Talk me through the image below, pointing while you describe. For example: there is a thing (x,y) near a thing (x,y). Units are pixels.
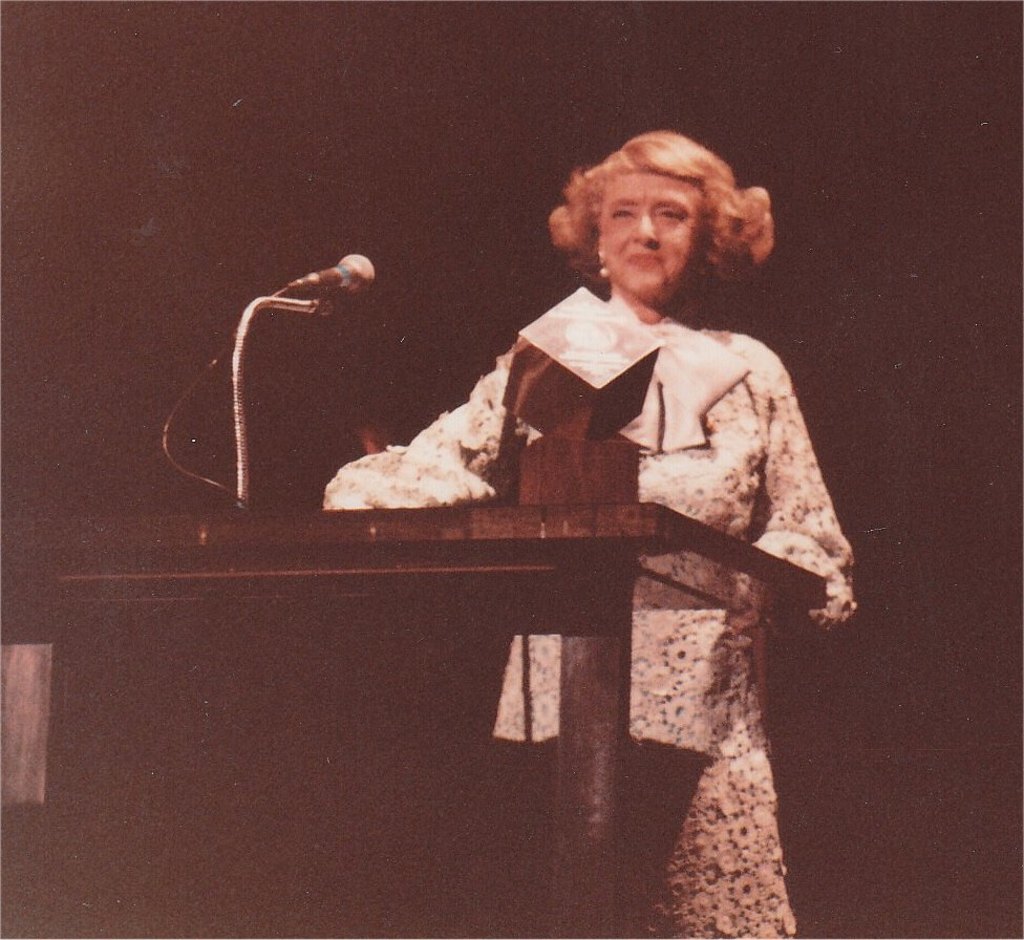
It looks like an old picture. We can see a woman (681,580) is standing behind the podium (468,605) and on the podium (454,570) there is a microphone (344,276) with stand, cable (166,440) and an object (612,481). Behind the woman (676,380) there is a dark background (931,495).
